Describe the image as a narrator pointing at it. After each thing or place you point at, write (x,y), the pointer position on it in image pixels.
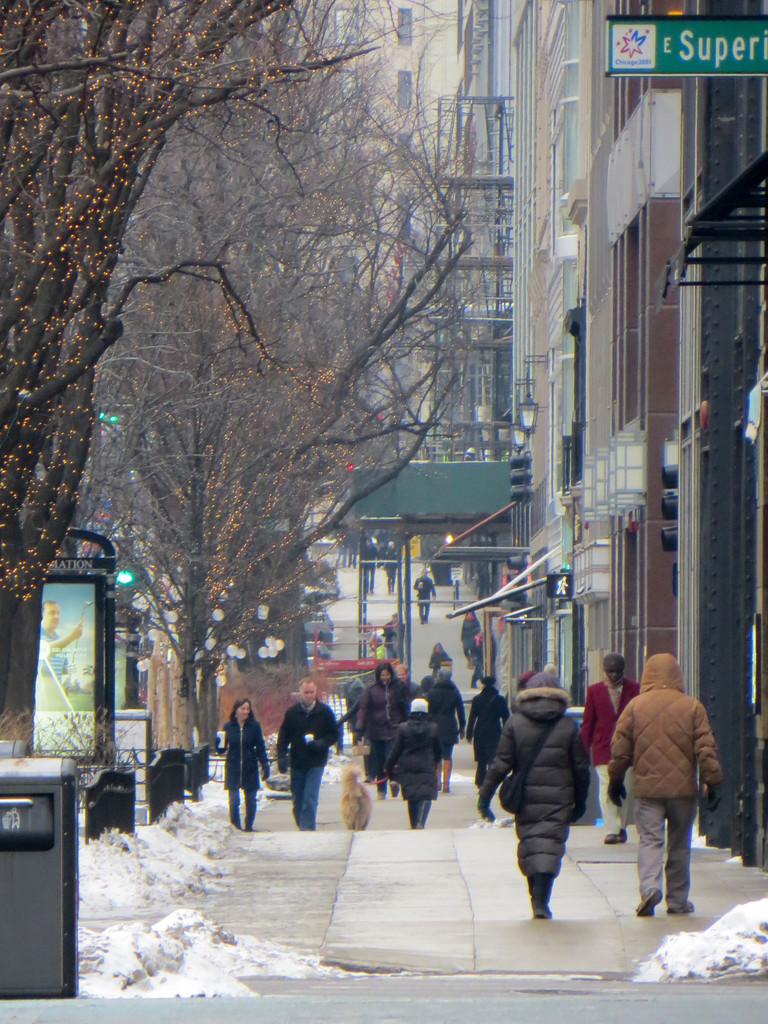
In the image we can see there are many people (474,754) wearing clothes (421,777) and they are walking. Here we can see snow (148,847), footpath (413,914), trees (86,334), board (48,685) and garbage bins (60,858). Here we can see the building (569,344) and a board (675,32).
